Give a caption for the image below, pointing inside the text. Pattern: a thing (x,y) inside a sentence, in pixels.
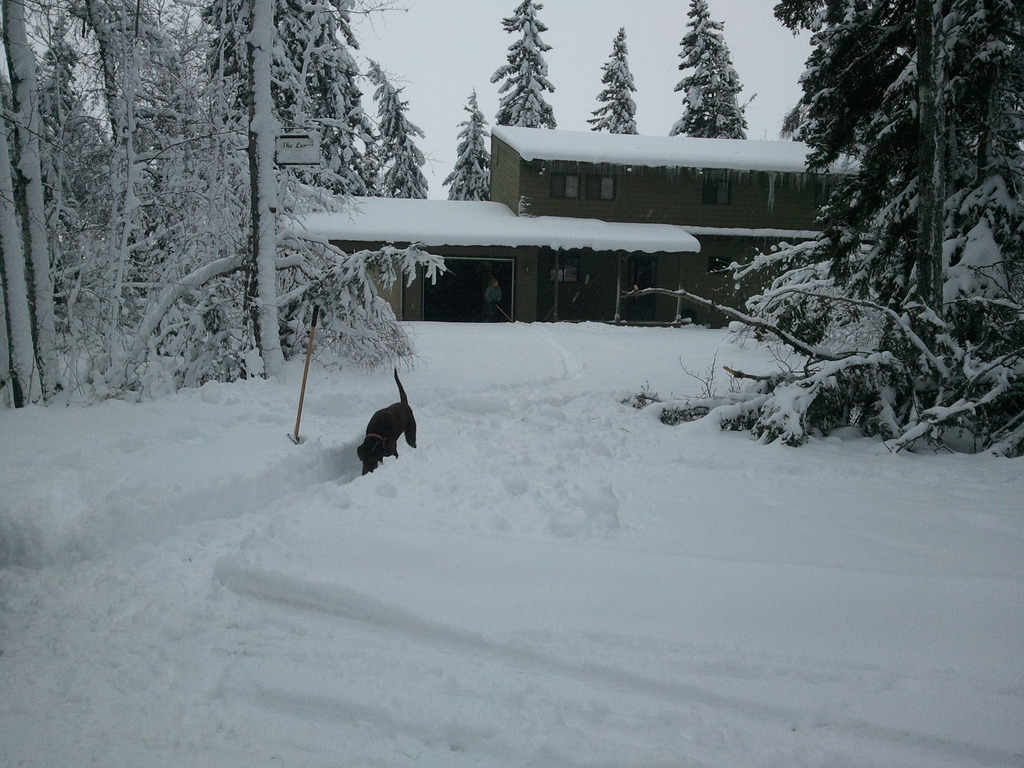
This is a colour image. In this image we can see a dog (368,464) walking in the snow (333,499) and a stick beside it. On the backside (315,296) we can see some trees (772,326) and a house (541,283) covered with the snow (671,245). We can also see the sky (442,82).
